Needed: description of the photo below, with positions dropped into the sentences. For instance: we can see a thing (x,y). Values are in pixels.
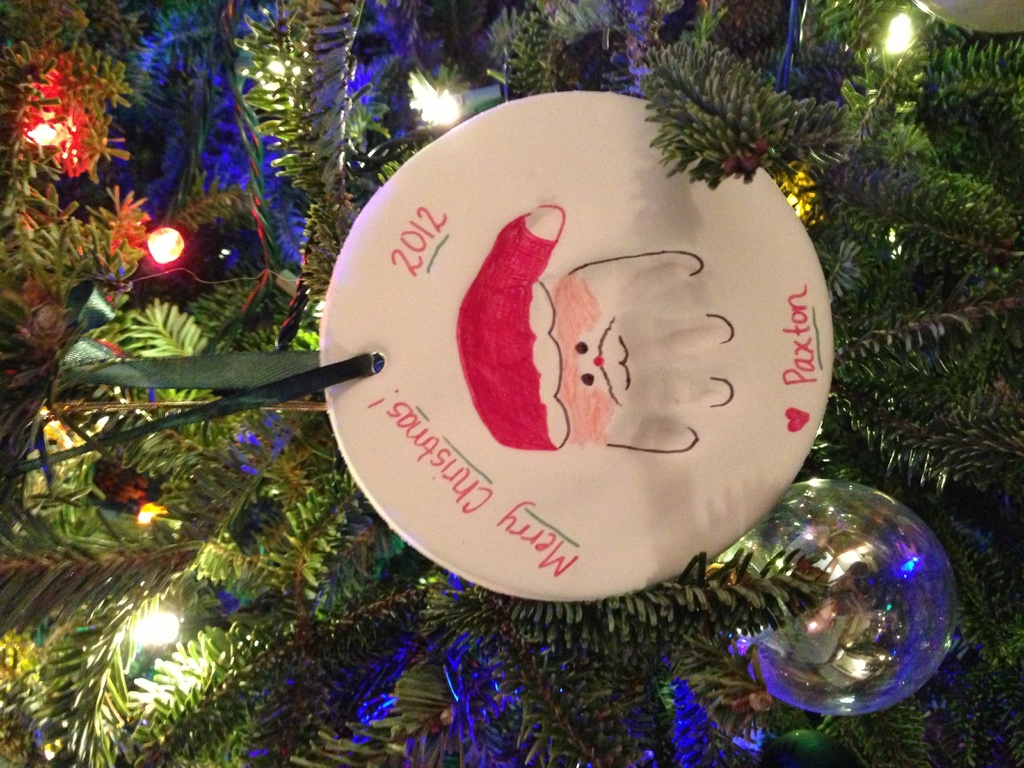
In this image there is a Christmas tree (639,673). On the Christmas tree (604,617) few balls (822,498) and decorative lights (253,158) are attached to it. Middle of the image (378,460) there is a board (562,481) having a painting (620,340) of a picture (616,392) and some text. The board (340,357) is hanging on the Christmas tree (247,477).
